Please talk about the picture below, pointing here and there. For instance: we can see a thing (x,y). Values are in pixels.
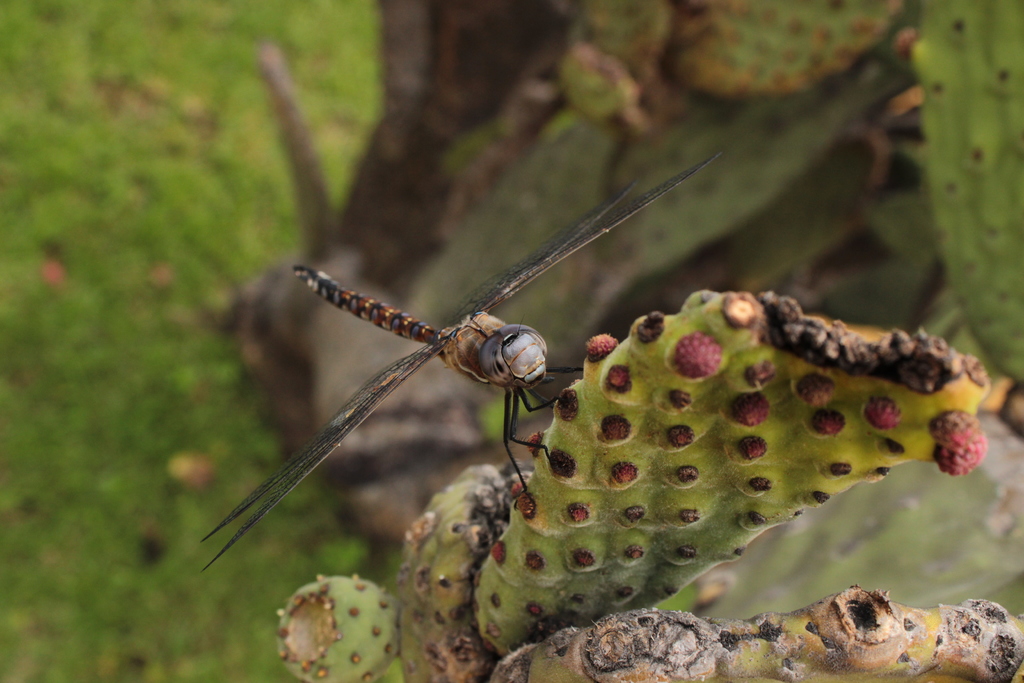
There is a cactus plant (602,528). On that there is a dragonfly (488,366). In the background (279,137) it is green and blurred.
